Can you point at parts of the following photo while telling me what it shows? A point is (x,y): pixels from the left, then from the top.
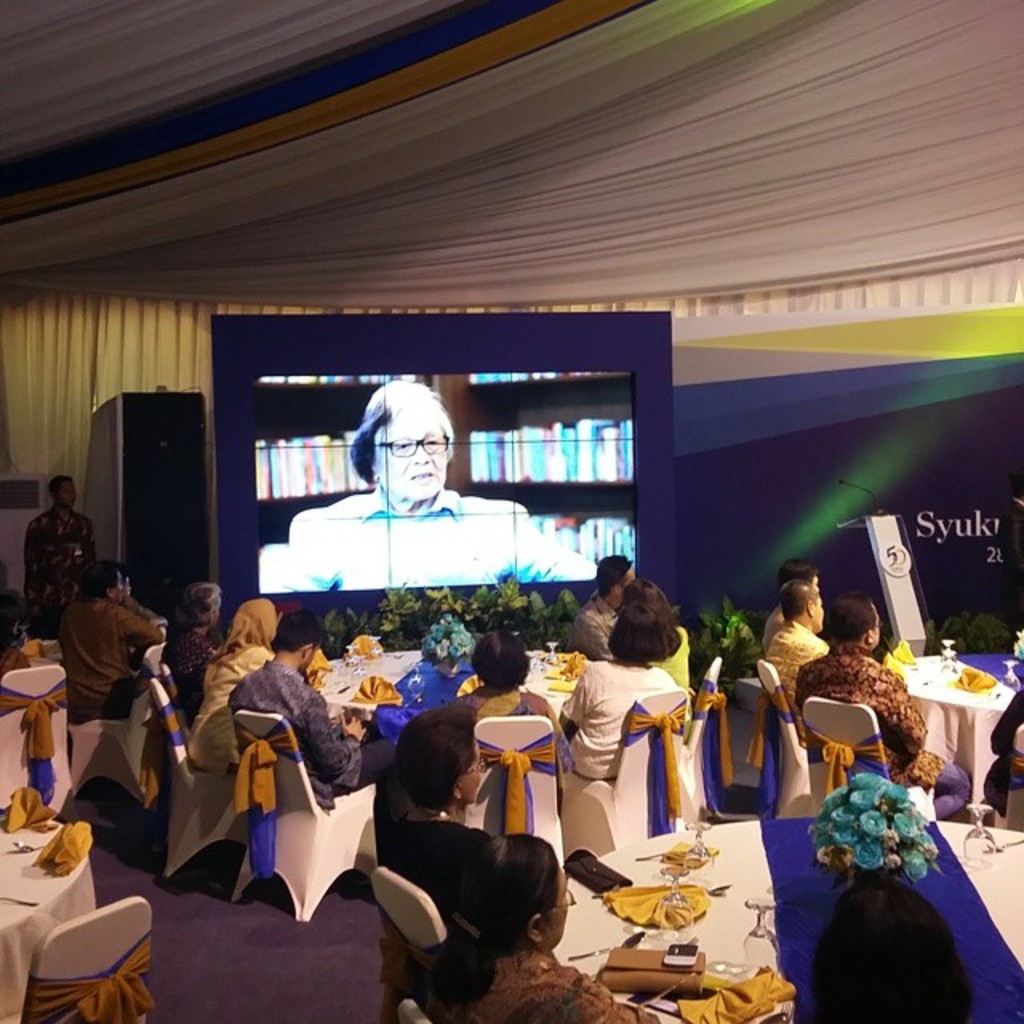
In this picture we can see some people (213,665) are sitting on the chair (534,733) in front of them there is a table (351,671) on the table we have tissues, wallets (687,971), phones (669,962) and some flower vase (859,784) and back side we can see screen (474,527) on that one women (436,506) speaking in front of the screen (589,451) there are some potted plants (432,601).
